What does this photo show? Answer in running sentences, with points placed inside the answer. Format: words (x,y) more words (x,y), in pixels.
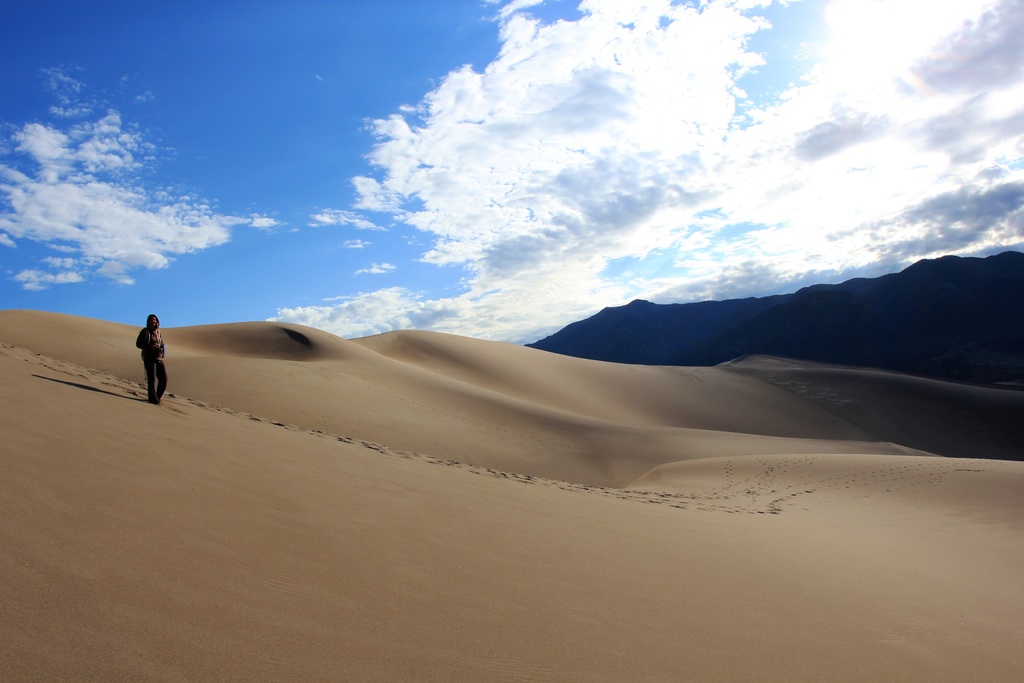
In this image there is the sky (520,170) towards the top of the image (421,169), there are clouds (910,98) in the sky (453,117), there is a mountain (802,306) towards the right of the image (964,300), there is sand (524,520) towards the bottom of the image (472,490), there is a man (158,345) standing on the sand (171,358).
